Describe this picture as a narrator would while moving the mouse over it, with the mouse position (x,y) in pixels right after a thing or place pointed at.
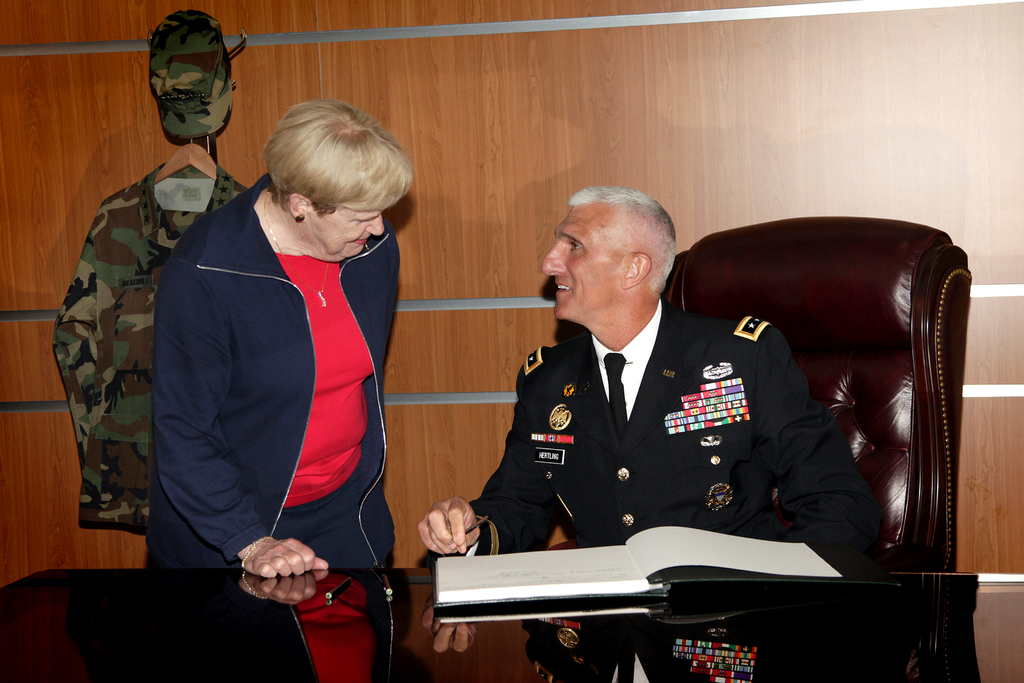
This picture is taken in a office (391,532). In the foreground (501,579) there is a table (811,611), on the table (654,604) there is a book (563,570) and two pens (342,591). On the left (140,191) there is a uniform (153,226). In a center a man (703,363) is seated in a chair (889,262). On the left (218,388) there is a woman (233,398) standing, both are smiling. In the background (730,89) there is a wooden wall (569,106).
